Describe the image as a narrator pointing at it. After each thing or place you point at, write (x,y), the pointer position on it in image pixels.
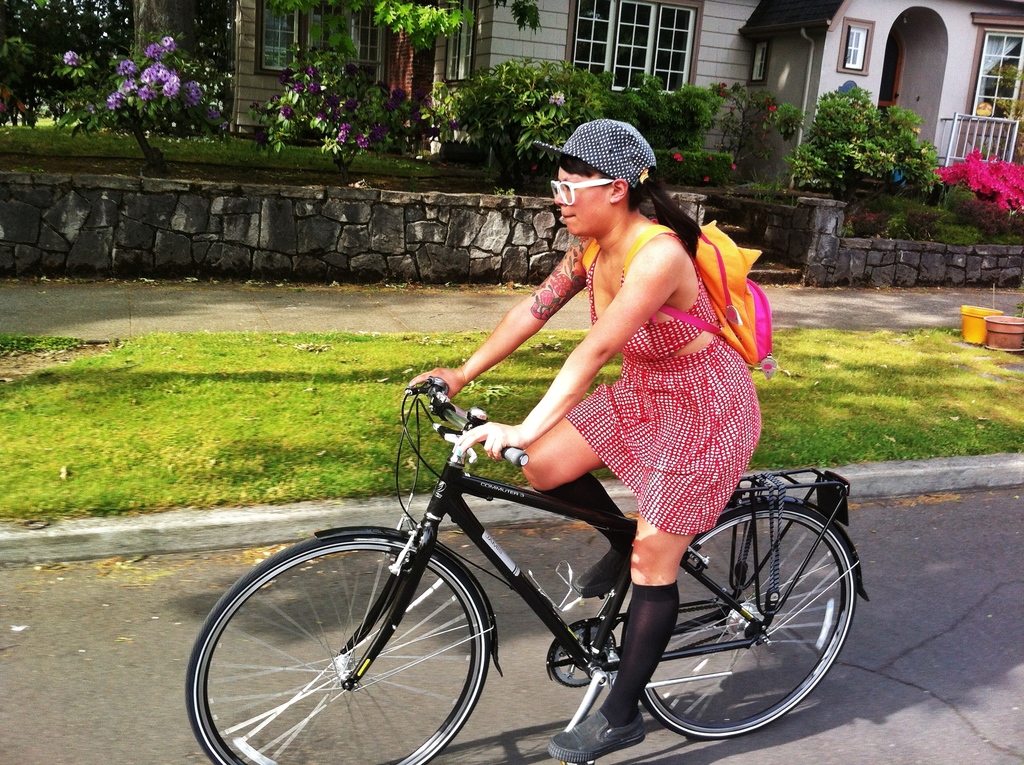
In this image I can see a woman (478,357) is cycling a black color of cycle (789,524). I can also see, she is carrying a bag (710,224) and wearing a cap (559,152) and specs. In the background (170,89) I can see few plants (714,182) and a house (711,70).
